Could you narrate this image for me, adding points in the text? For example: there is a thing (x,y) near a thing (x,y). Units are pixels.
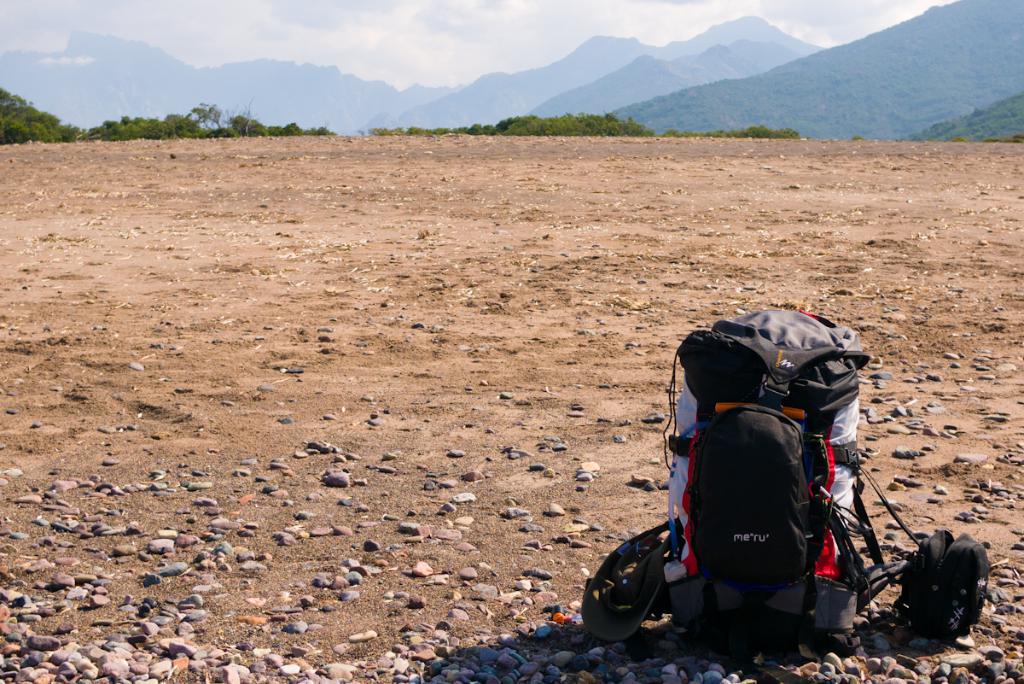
In the picture we can see a travelling bag (776,388), which is black, white in color it is placed on the clear land surface (929,198) which contains rocks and stones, in the background (69,97) we can see some trees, plants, hills (951,89) and sky (248,25).
